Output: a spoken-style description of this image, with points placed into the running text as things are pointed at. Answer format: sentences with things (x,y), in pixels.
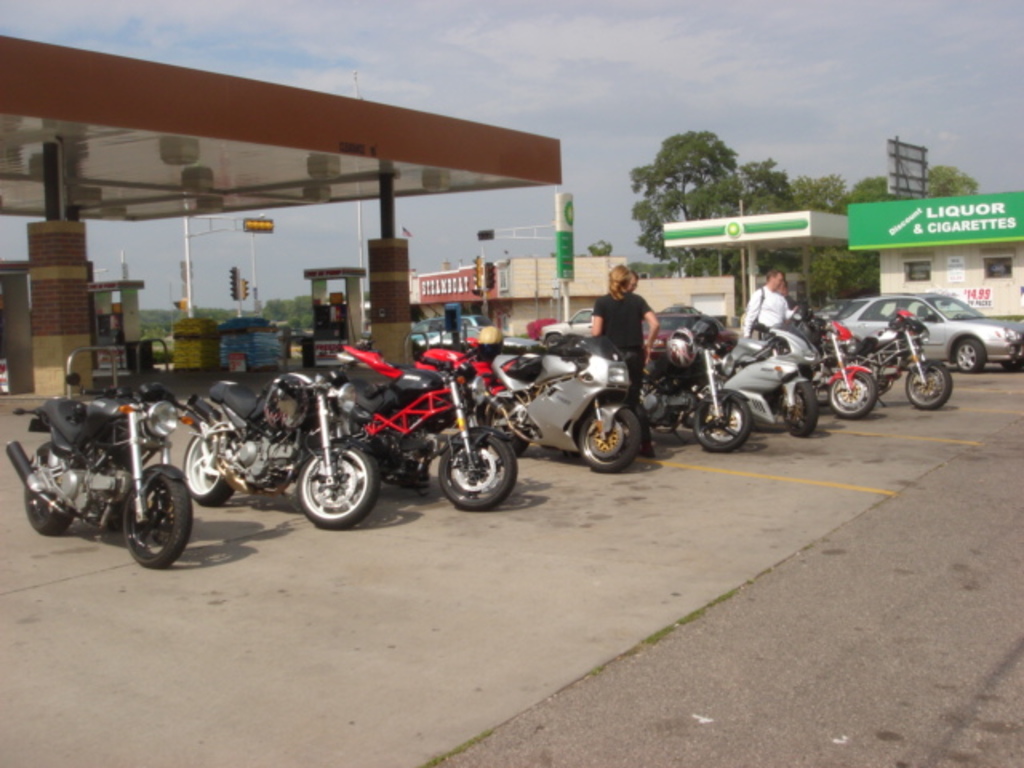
In this picture I can see there are few motorcycles (672,400), cars (664,345) and there is a petrol bunk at left side (316,366), there are few buildings (521,304) at right side (723,259), there are trees (694,175) and the sky (439,94) is clear.
